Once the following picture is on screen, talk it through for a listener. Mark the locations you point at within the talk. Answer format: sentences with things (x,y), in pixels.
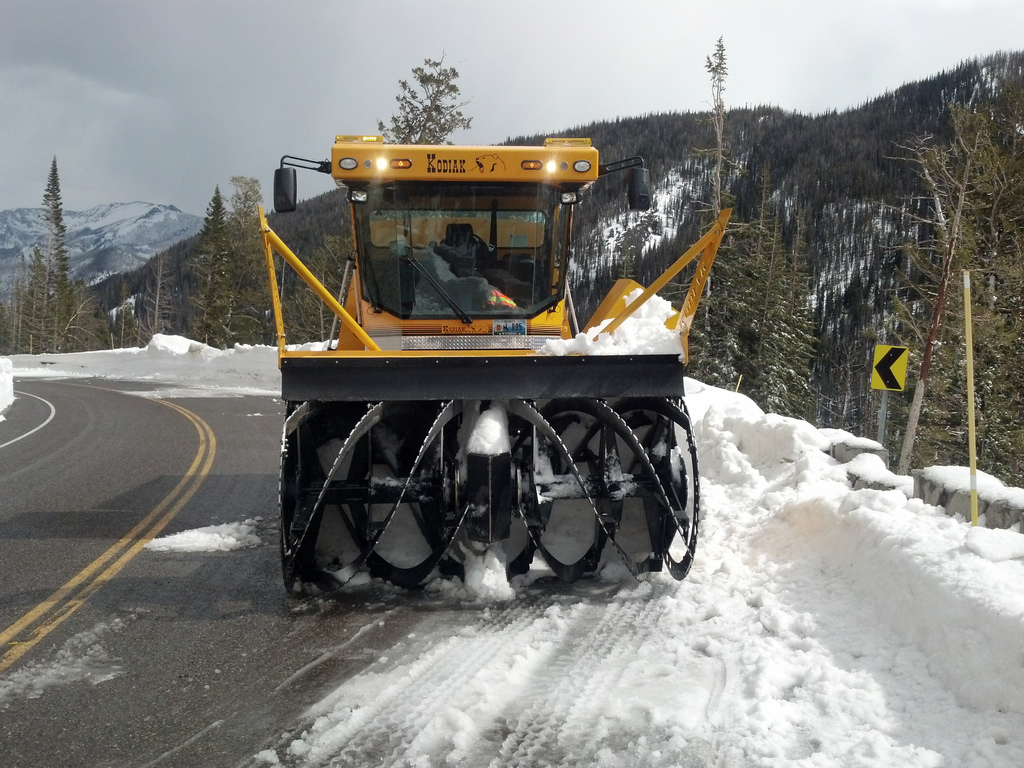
In this image there is vehicle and snow (221,544) in the foreground (210,529). There are trees (948,258) and mountains (579,234) in the background (964,176). There is a road (47,747) at the bottom (59,764). And there is a sky (681,92) at the top (681,92).
